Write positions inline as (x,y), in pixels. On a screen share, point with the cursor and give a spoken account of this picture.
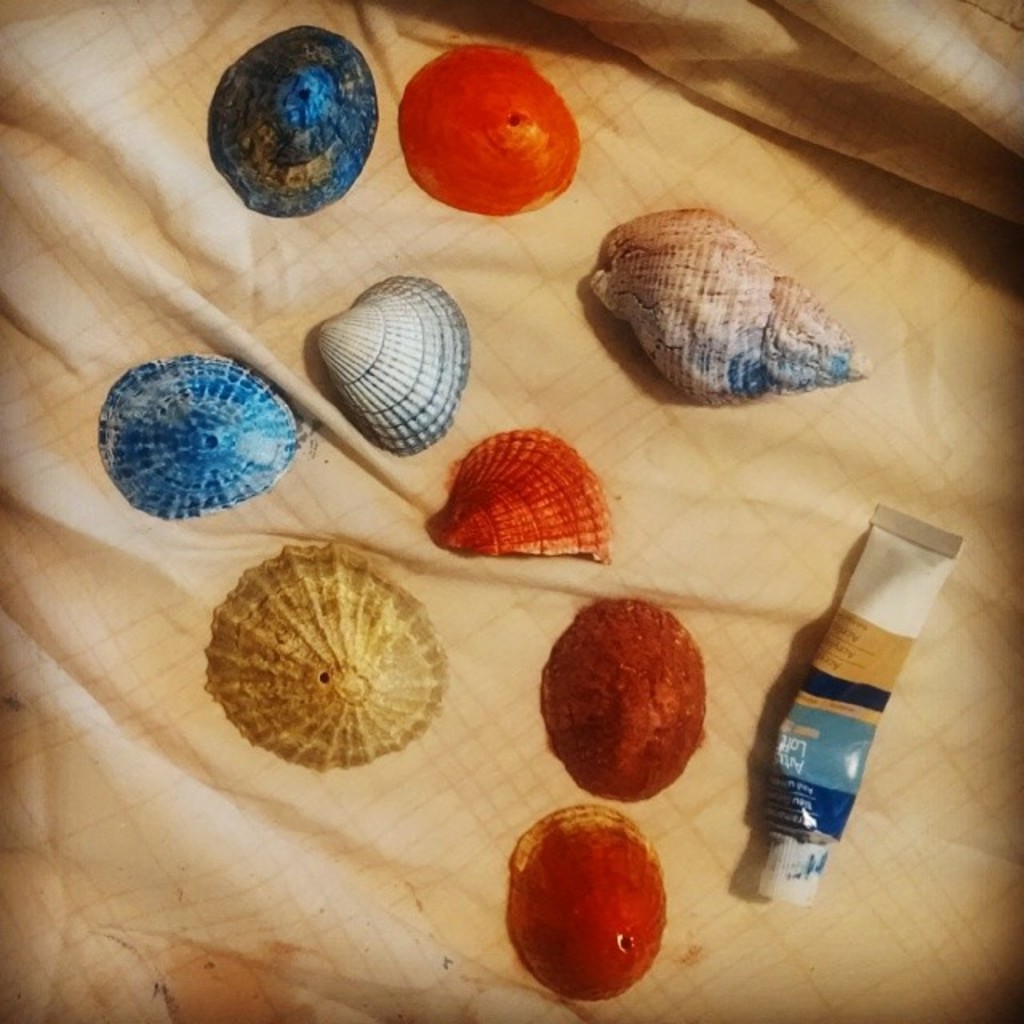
In this image, we can see shells (279,672) and a tube (813,732) on a cloth (772,502).
